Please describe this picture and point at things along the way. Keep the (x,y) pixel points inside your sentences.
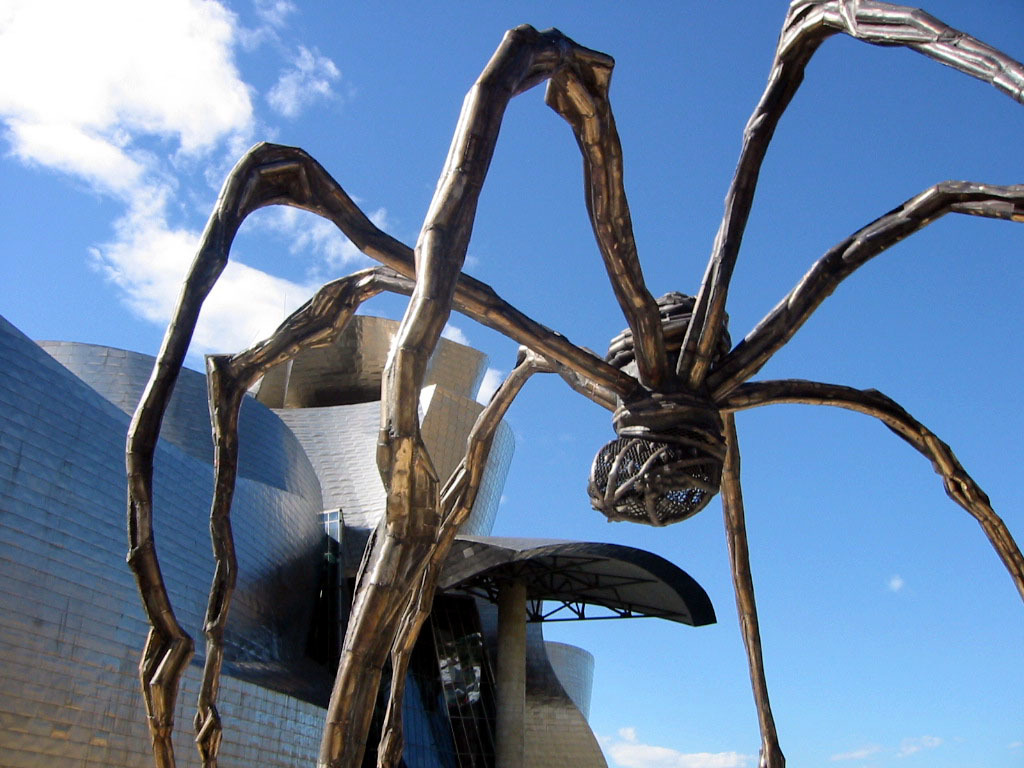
In the image there is a giant statue of a spider (636,426) and behind the statue (683,436) there is a huge architecture (346,483).
